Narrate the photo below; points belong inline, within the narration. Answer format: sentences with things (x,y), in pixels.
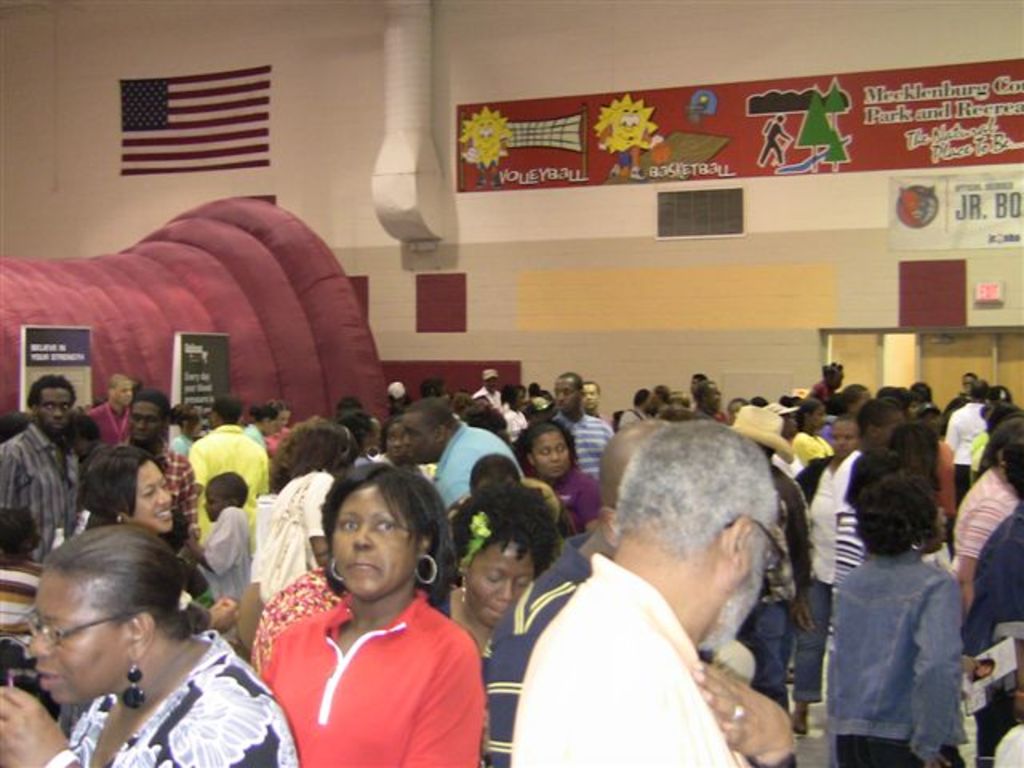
In this picture I can observe some people (350,588) standing on the floor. There are men (668,563) and women (434,569) in this picture. On the left side (165,108) I can observe flag (213,120) on the wall (106,117). In the background (310,163) there is a wall (612,222).
